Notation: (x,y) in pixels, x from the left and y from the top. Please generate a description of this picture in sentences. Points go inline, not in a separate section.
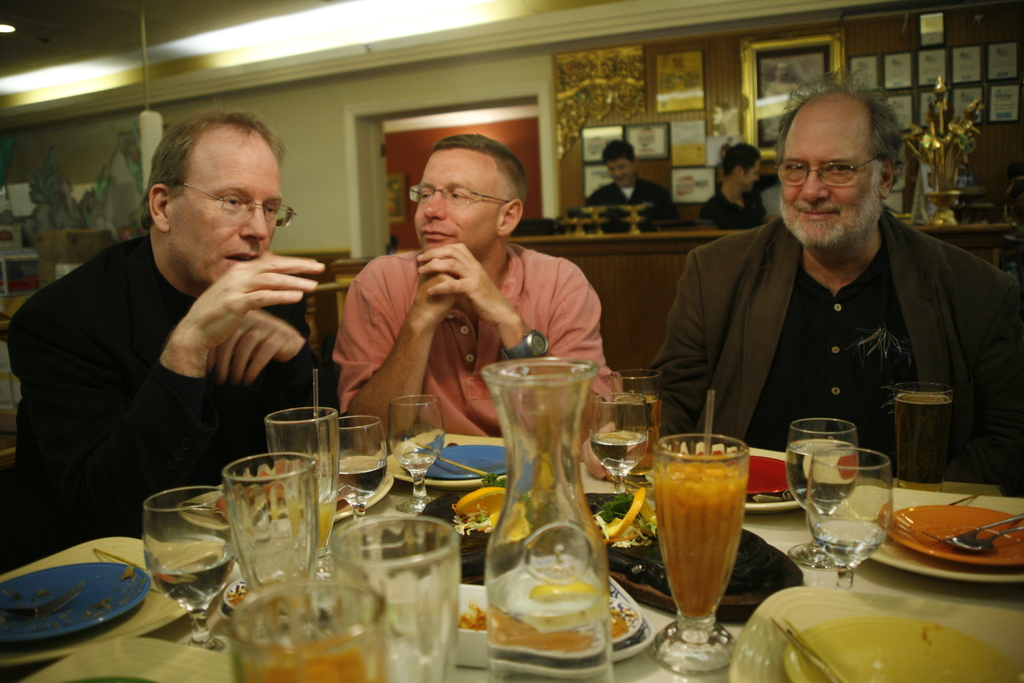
In this image I can see three persons (286,345) are around the table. On this table (252,581) we can see few glasses (265,497), plates (763,477) and spoons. In the background (498,72) there is a wall (310,99) and few frames (782,91) are attached to this wall (716,60).
